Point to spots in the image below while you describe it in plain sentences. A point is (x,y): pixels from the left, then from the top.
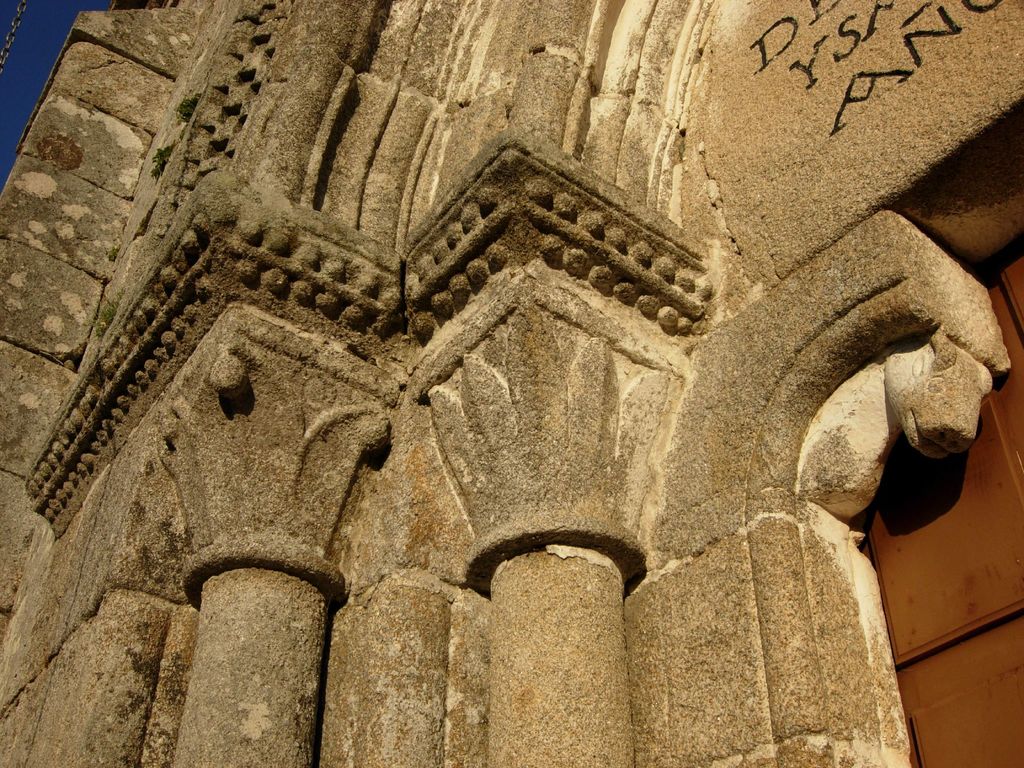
In this picture, we see a castle (231,589). We see the poles (567,482) and a stone carved statue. On the right side (958,519), we see a wall (958,519) or a door (991,617) in brown color. In the left top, we see the sky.
